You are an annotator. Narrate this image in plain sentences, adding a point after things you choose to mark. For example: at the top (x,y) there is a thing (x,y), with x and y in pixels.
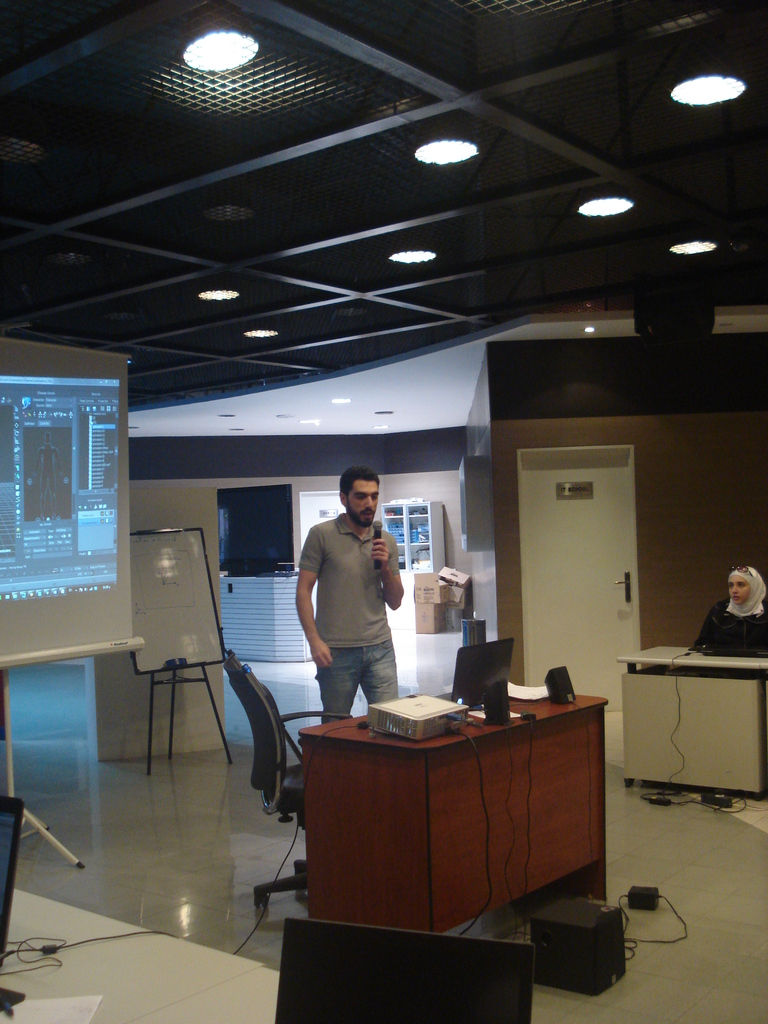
In this image there is a person (350,560) holding a microphone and he is talking, at the right side of the image (734,599) there is a women (737,608) at the back (161,564) there is a board (161,580), screen (30,535), television (272,504). There are two tables (714,696) in the image, projector (409,724), computer (474,704) and speakers (556,693) are on the table (459,779) at the bottom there is a wire (481,779) and at the back (427,526) there is a cupboard (441,569) and cardboard box (444,610).
